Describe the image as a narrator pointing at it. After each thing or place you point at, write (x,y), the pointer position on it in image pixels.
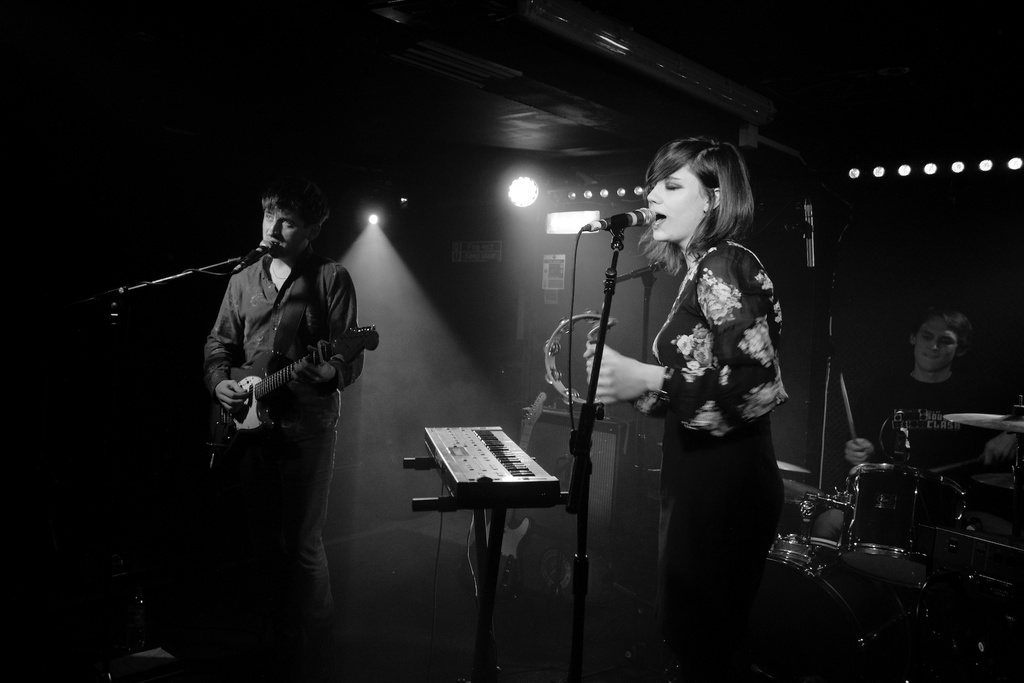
In this image i can see a man (244,291) and a woman (712,355) the man (274,283) standing here is holding a guitar (268,389) and singing in front of the micro phone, the woman (681,257) standing here is singing in front of the micro phone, at the back ground (534,191) i can see a light (534,191) and the person (906,415) sitting here is playing the drums (897,502).
